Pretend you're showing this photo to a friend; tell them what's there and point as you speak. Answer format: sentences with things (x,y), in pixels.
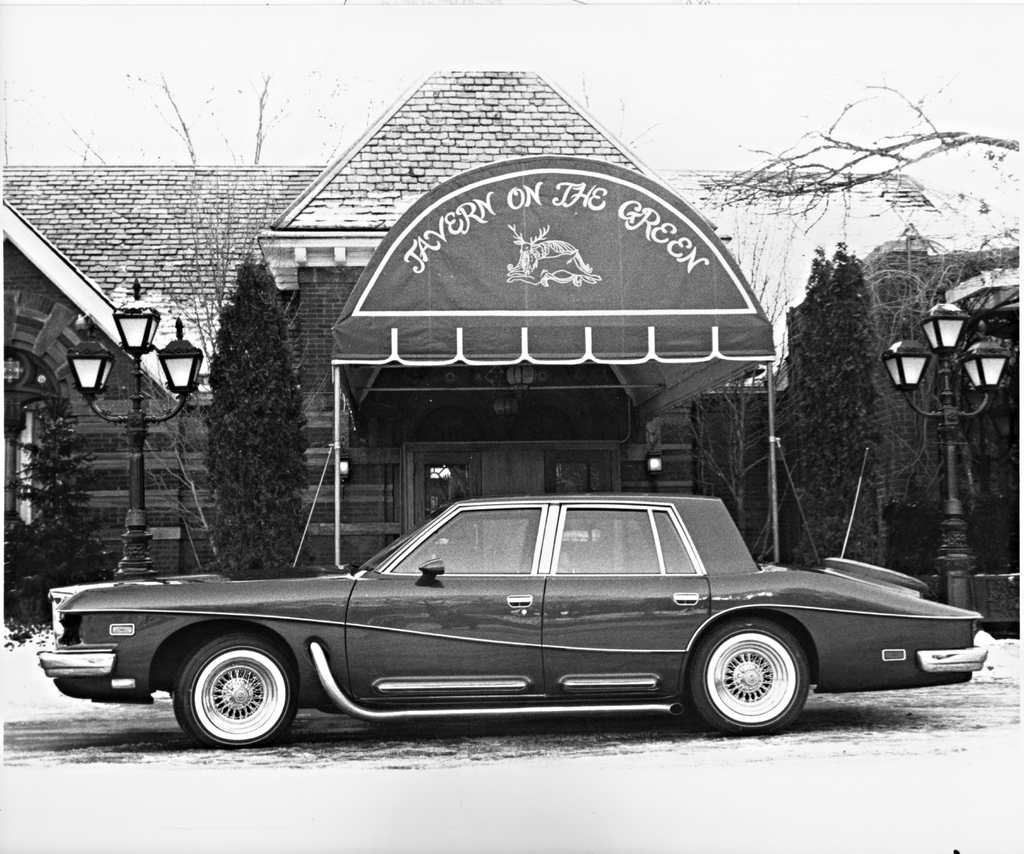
In this image we can see a car (574,683), beside that we can see text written on the banner (630,327), behind we can see houses (367,458) and a glass door (429,449). And we can see trees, at the top (898,68) we can see the sky (801,40).
